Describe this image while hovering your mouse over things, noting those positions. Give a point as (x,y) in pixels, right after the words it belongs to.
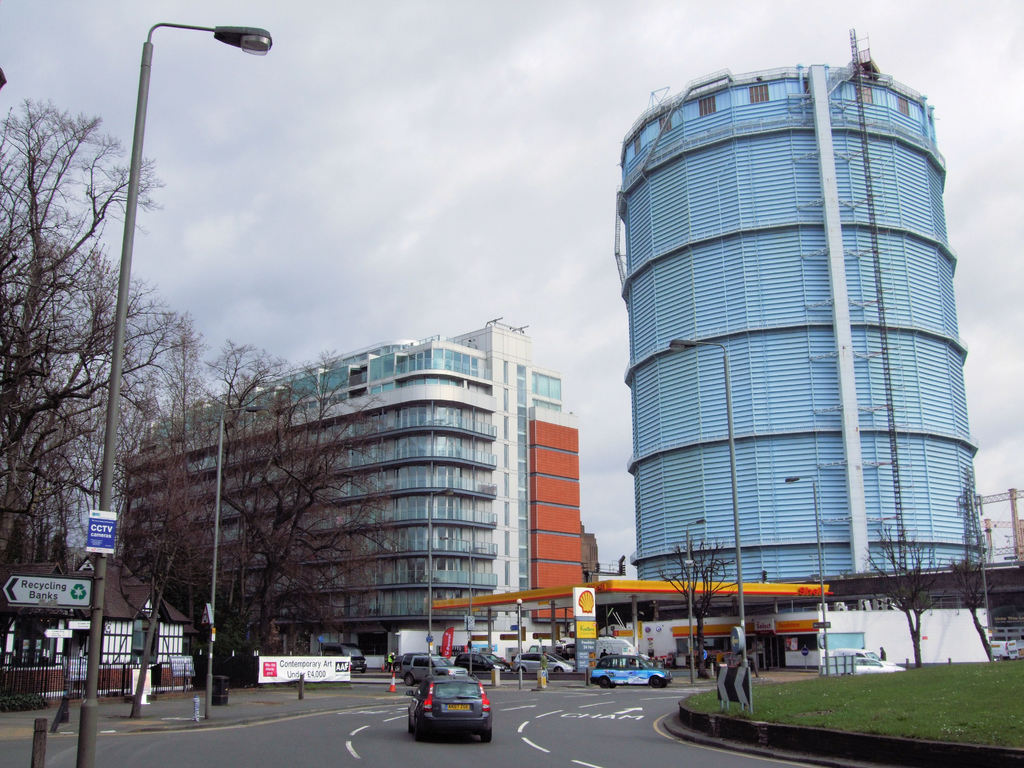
In this image we can see sky (481,117) with clouds (463,245), buildings (494,457), containers (763,358), ladder (865,149), pipelines (864,560), trees (0,490), street poles (222,436), street lights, motor vehicles (420,666) on the road (600,697) and bins (216,699).
